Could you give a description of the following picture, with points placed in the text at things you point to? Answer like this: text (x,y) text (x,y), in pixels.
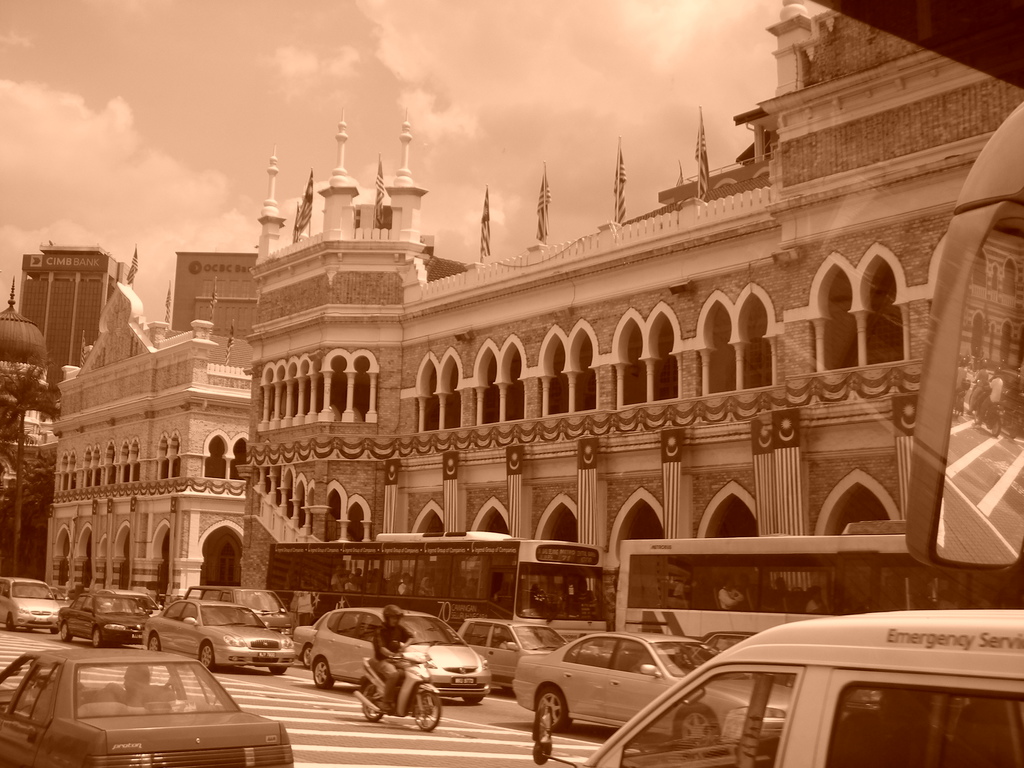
In this image we can see some buildings (524,287), flags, pillars (331,372), trees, and some vehicles (466,634) on the road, also we can see the sky (374,98).
